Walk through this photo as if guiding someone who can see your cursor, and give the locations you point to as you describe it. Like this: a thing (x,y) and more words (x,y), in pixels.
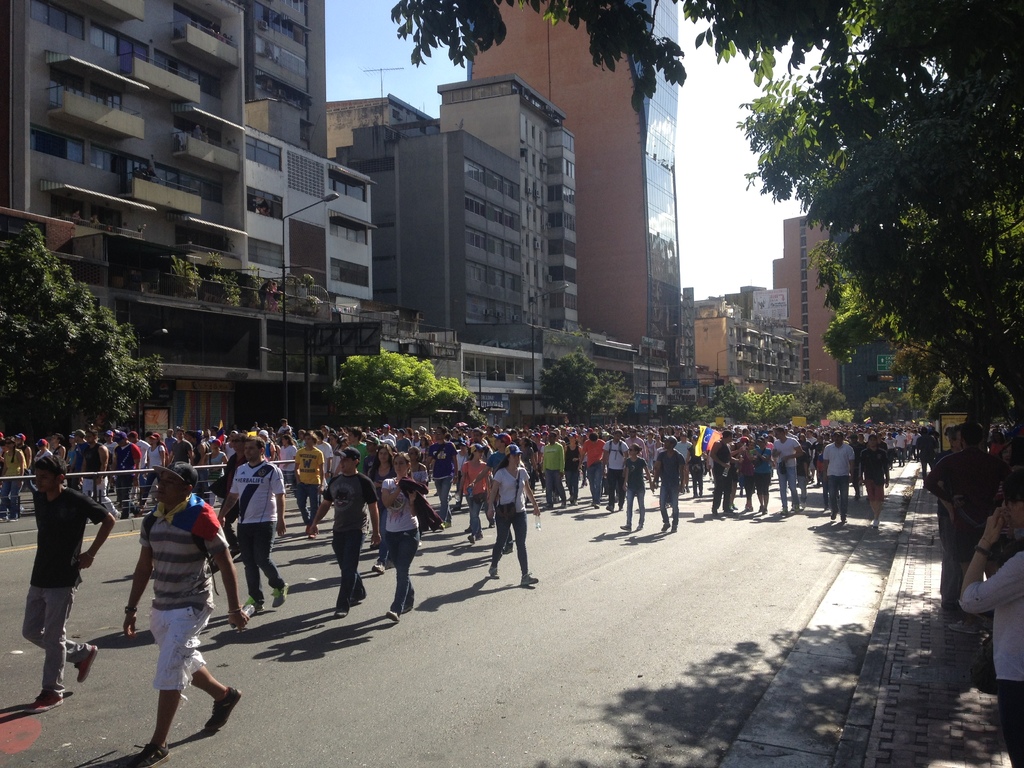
This picture is clicked outside. In the center (353,493) we can see the group of persons (862,432) walking on the road (600,525) and we can see the group of persons (946,577) seems to be standing on the sidewalk (937,659). In the background (710,172) there is a sky (713,184) and we can see the buildings (559,247), trees (28,346) and street lights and some plants (295,276).
